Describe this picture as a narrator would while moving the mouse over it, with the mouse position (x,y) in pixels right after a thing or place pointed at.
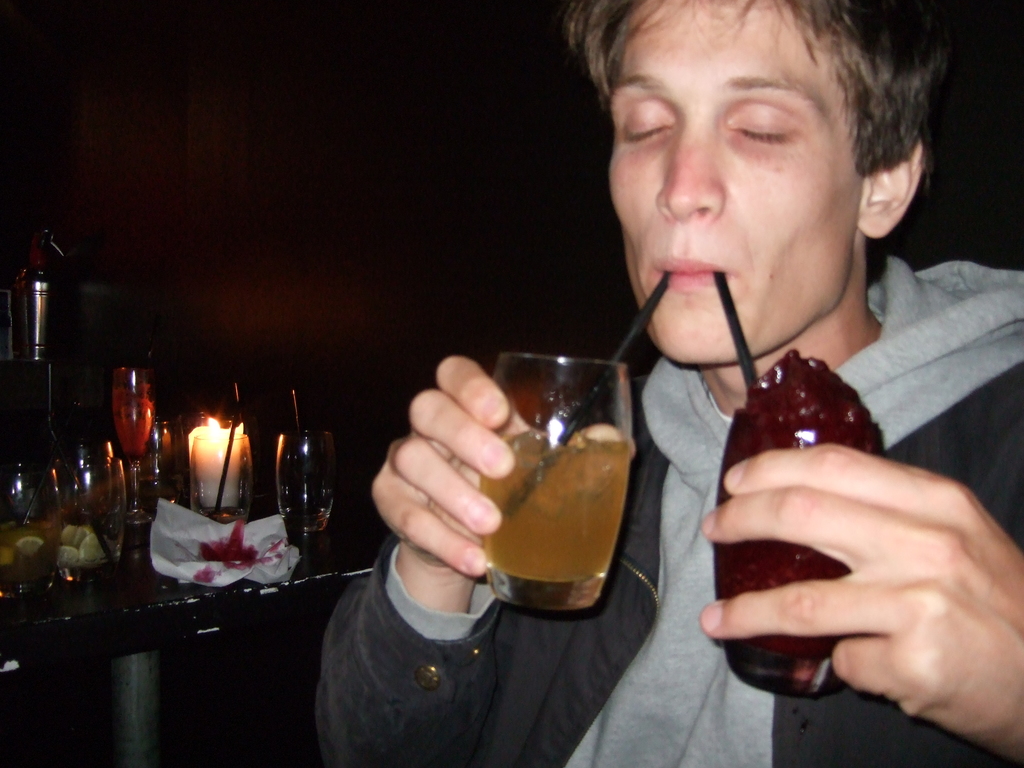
We can see a man (729,363) is holding two glasses (517,547) with liquid (590,507) in it and drinking the liquid (571,442) with two straws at a time. In the background (290,182) the image is dark. On the left (216,472) there are glasses (216,455) with liquid (30,528) in it, wine bottle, lemon slices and tissue papers (193,552) on a table (106,626).
